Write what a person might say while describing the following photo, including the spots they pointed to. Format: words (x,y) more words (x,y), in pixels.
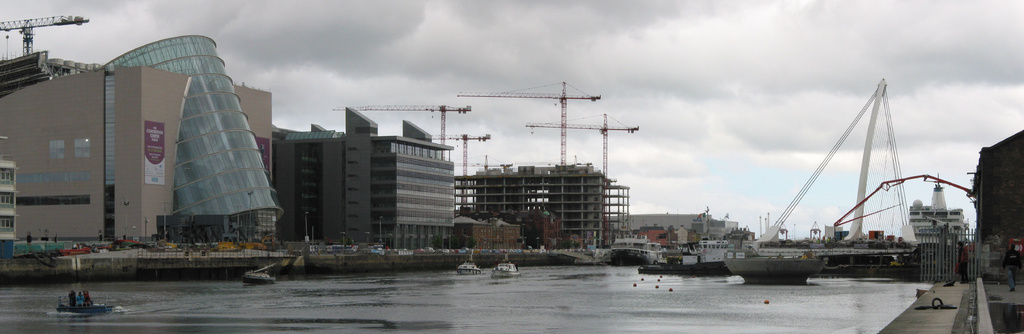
In this image there is a river (709,315), on that river (132,306) there are ships (692,271), in the background (877,243) there is a bridge (844,247), buildings (503,211) and a construction cranes (463,108) and the sky (475,10).
